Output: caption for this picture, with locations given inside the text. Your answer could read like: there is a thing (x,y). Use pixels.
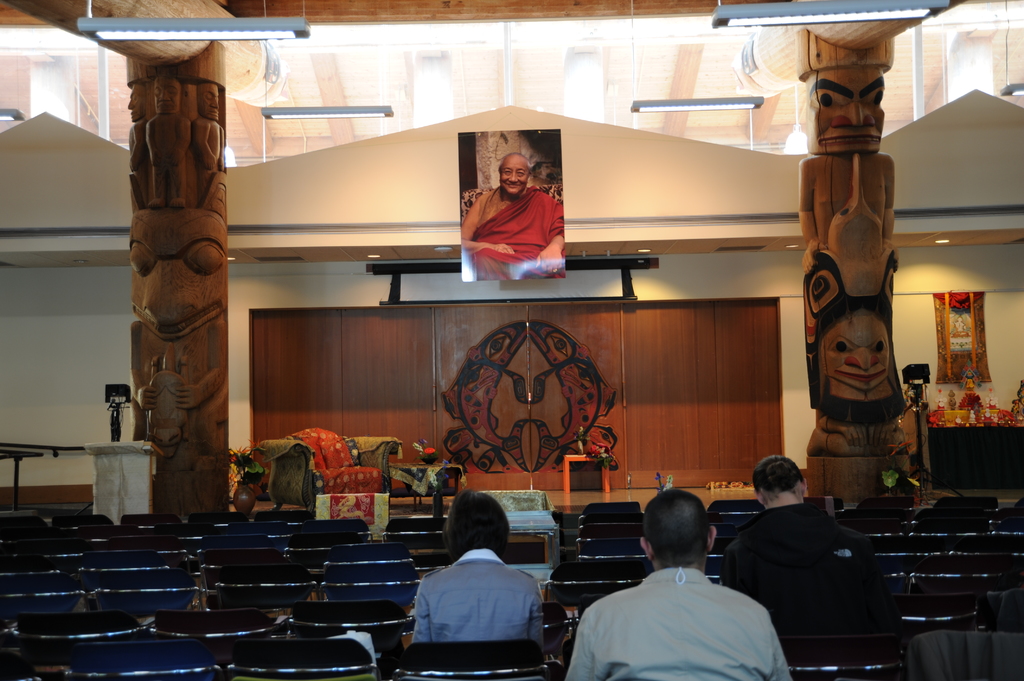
In this image we can see few people (767,480) sitting on the chairs (986,584). There are few objects (384,520) placed on the stage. There is a projector screen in the image. We can see a photo (518,193) of a person (522,187) on the wall (565,184). There are many objects (953,396) placed on the table (1005,429) at the right side of the image (971,399). There are many chairs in front of the stage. There is a podium (132,472) at the left side of the image (129,470). There are many lights (169,38) in the image. We can see some sculpture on the wooden pillars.
